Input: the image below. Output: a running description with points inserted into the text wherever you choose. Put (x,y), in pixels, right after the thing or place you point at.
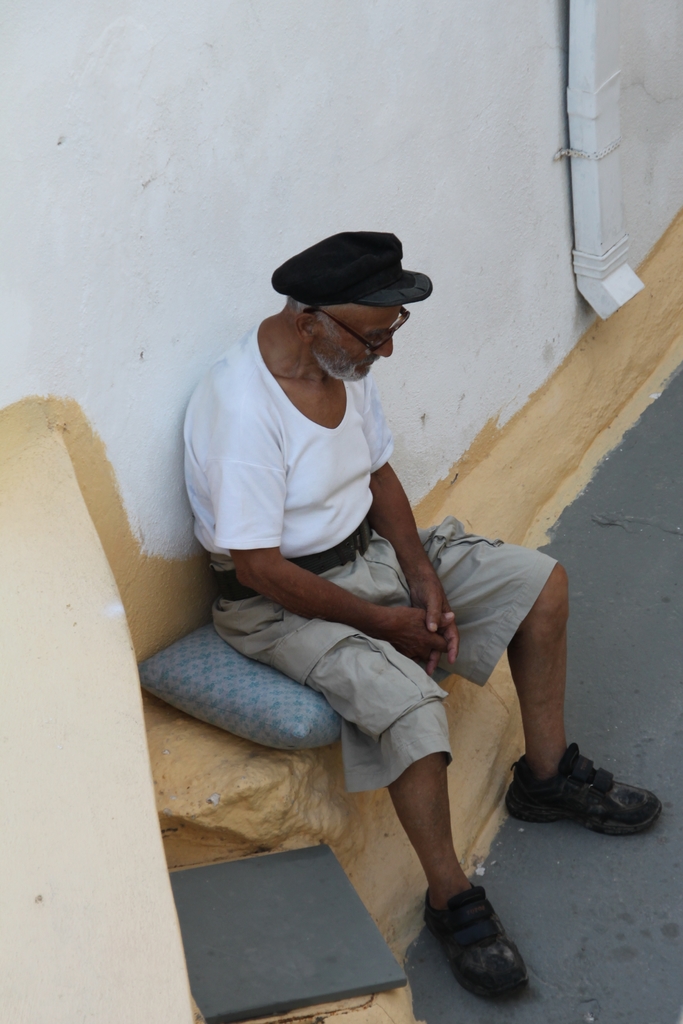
In this image we can see a person (397,571) sitting. In the background (192,159) there is a wall (339,46).
